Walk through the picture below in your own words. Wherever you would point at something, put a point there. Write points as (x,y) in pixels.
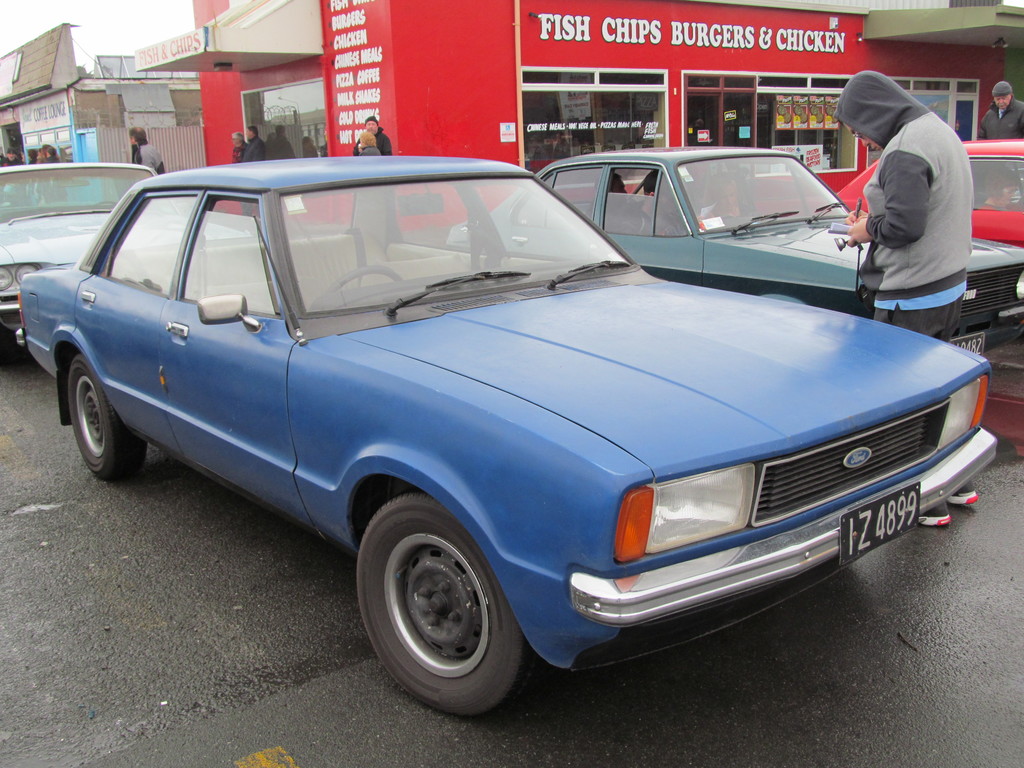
In this picture there is a blue color old car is parked on the roadside (1000,689). Beside there are some more cars (837,286) parked. There is a man (901,184) wearing black and grey hoodie (929,183) standing and writing the parking slips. In the background (369,106) there is a red color restaurant (586,110) and some more small shops (76,133).
